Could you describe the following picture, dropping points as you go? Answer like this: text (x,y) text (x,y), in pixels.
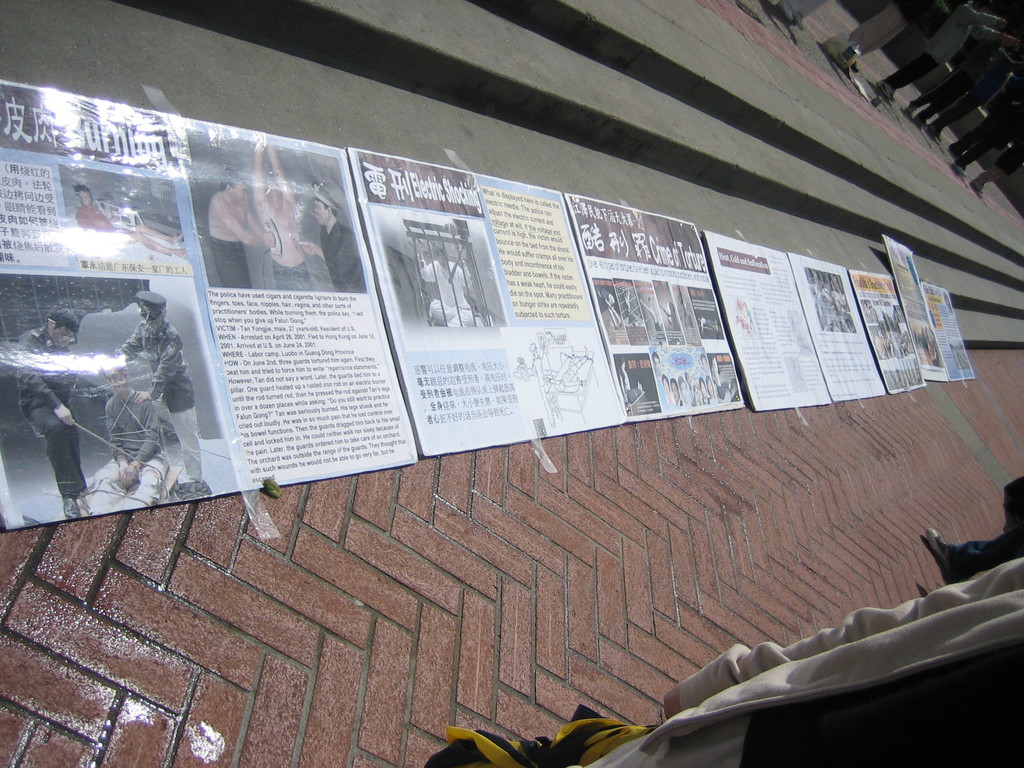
In this picture there are posters (402,315) in the center of the image (578,300) on the wall (976,252).
